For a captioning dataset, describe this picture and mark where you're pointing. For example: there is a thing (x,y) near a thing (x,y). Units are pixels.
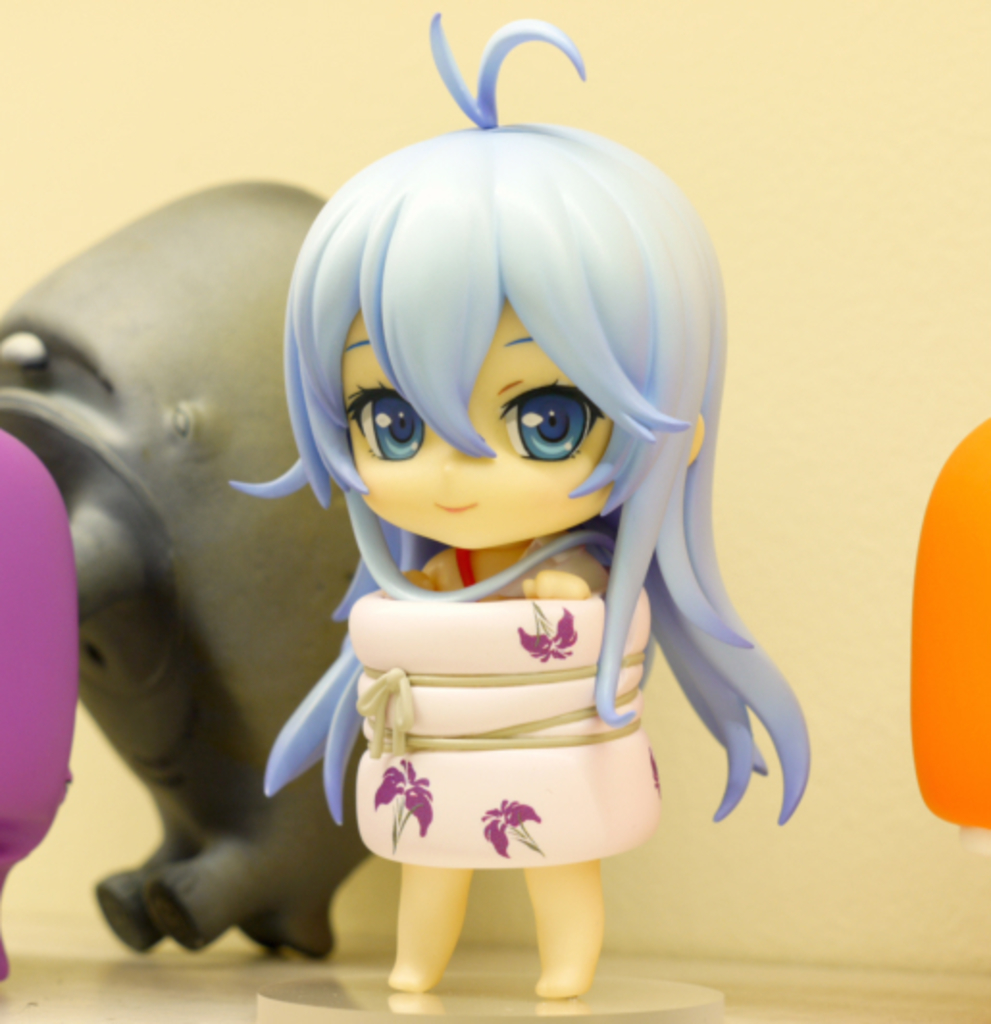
In this image we can see toys (496,661) on the white surface (147,989). Background of the image (830,544), wall (827,157) is there.
